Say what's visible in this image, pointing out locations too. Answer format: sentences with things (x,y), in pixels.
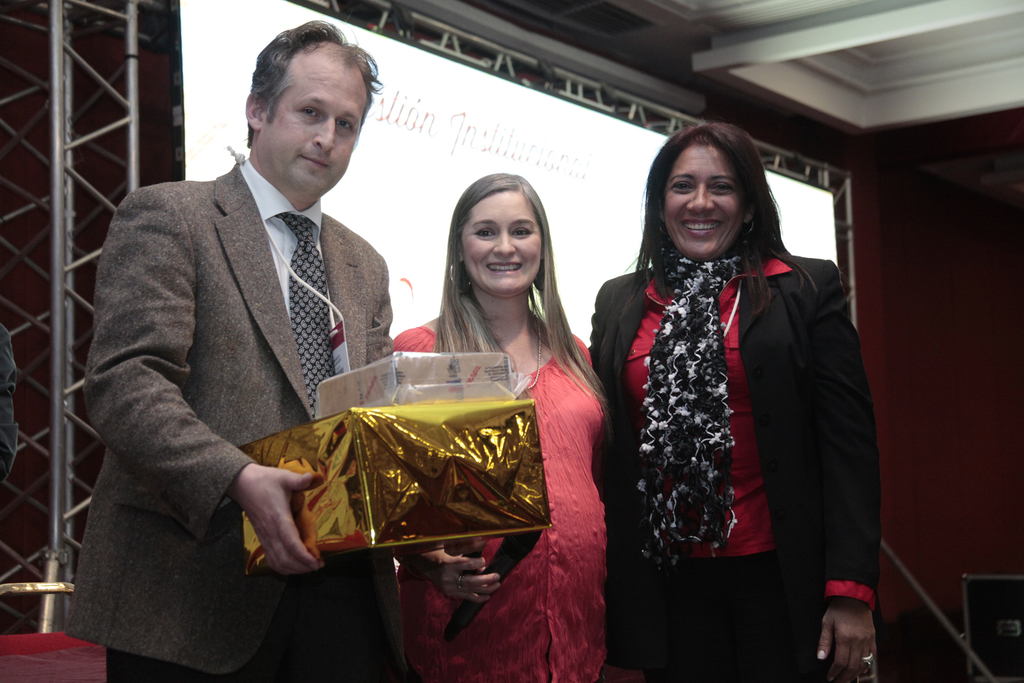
In this image we can see some people (386,310) standing. And one of them is holding the gift boxes (444,432). And we can see the screen (484,115). And we can see the metal framing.
